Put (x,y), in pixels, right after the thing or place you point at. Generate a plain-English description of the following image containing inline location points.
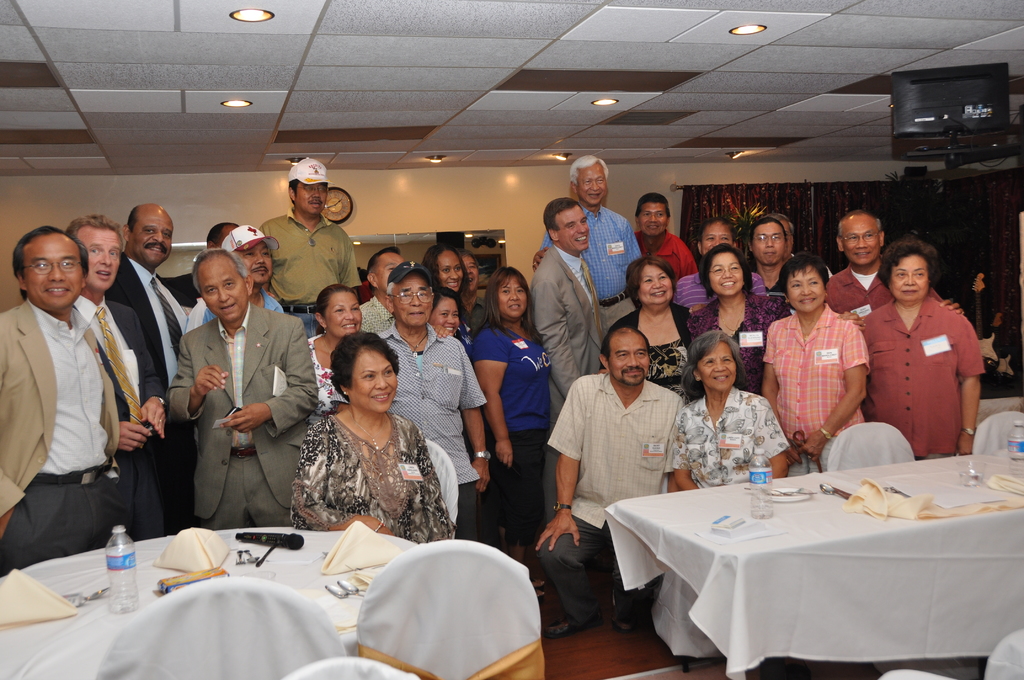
There are many people (240,365) standing in this room (494,322). Three of them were sitting in the chairs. There are some tables (321,582) on which water bottles (757,491) and some clothes (872,499), tissues (343,545) were present. In front of them there are some chairs (288,645). There are men (207,405) and women (477,351) in this group (317,216).
